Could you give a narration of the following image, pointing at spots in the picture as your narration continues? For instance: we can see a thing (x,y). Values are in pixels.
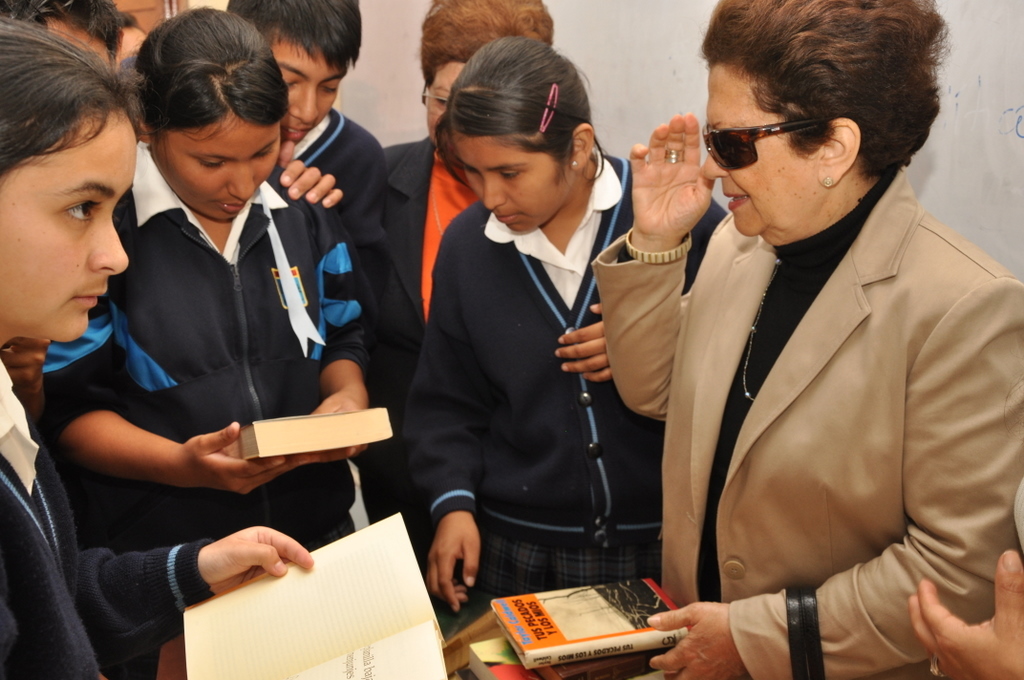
In the picture there are many people (150,396) standing, there are many books (277,453) present, they are two girls (360,453) holding books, there is a wall (647,138).
